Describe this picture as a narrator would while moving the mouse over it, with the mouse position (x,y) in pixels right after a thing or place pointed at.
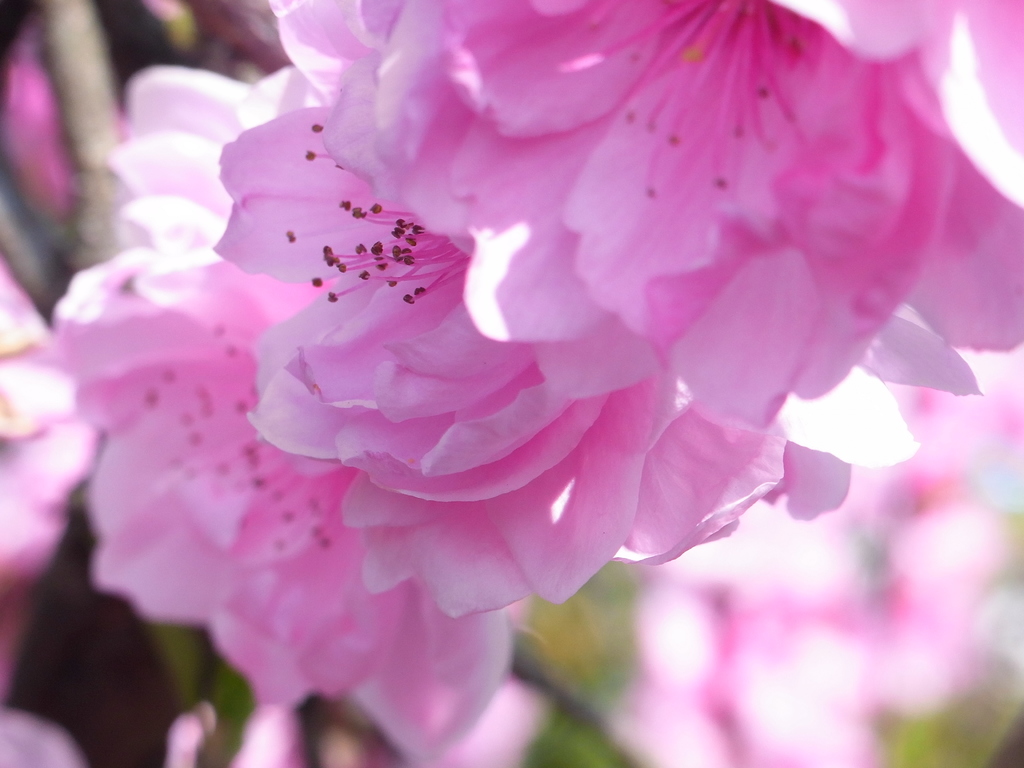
In this image I can see pink color flowers (482,341) and plants (731,665). This image is taken may be in a garden (427,580).
